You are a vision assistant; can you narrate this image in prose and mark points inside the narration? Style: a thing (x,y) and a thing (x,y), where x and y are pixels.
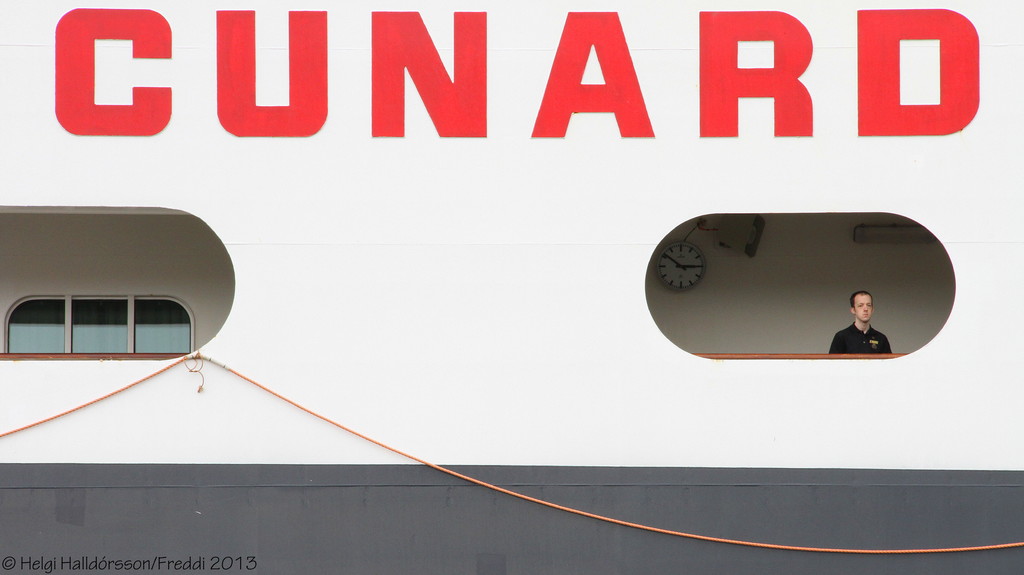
In this image, I can see windows (226,295), clock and a person (839,339) is standing maybe in a boat (580,368) and I can see a rope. At the top (400,105), I can see a text (545,126). This picture might be taken in a day.
